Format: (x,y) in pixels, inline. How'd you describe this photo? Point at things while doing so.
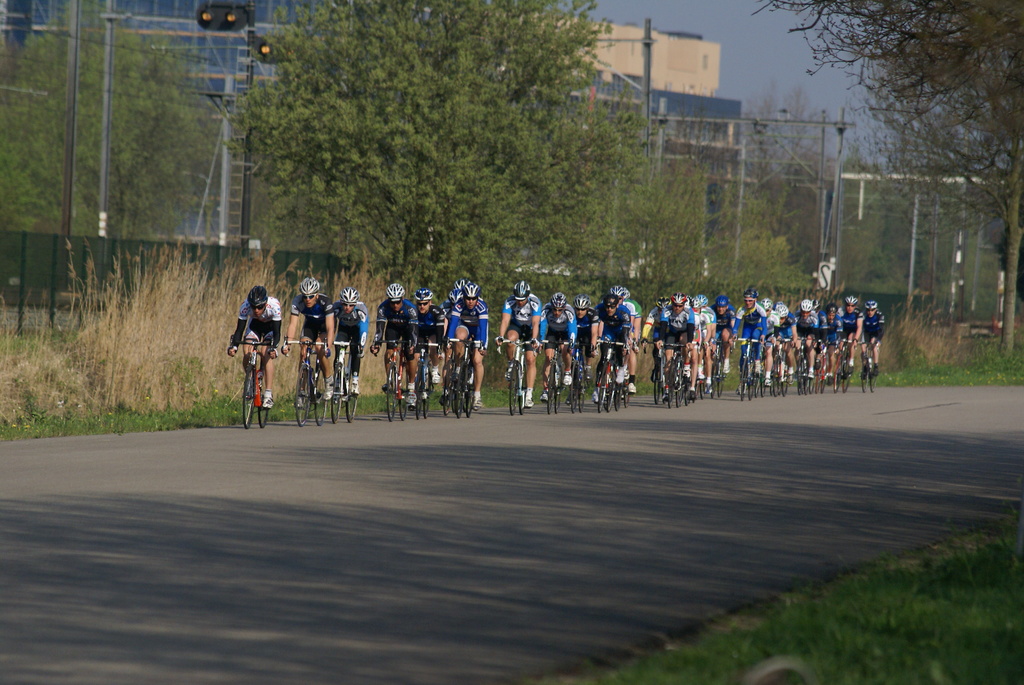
In this image I can see group of people (464,338) riding bicycles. In the background (802,232) I can see few poles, trees (524,159) in green color, buildings (693,64) and the sky (744,37) is in blue color.
